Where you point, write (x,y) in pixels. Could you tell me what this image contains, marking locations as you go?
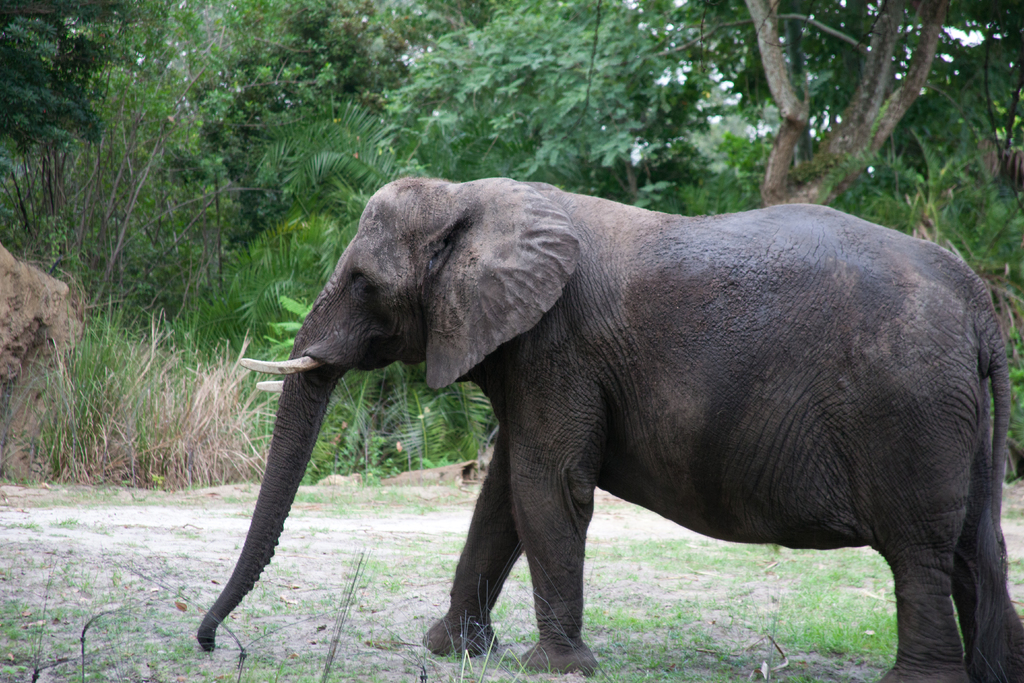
In this image we can see an elephant (345,362) behind it there are trees (316,220) and plants (308,234).
